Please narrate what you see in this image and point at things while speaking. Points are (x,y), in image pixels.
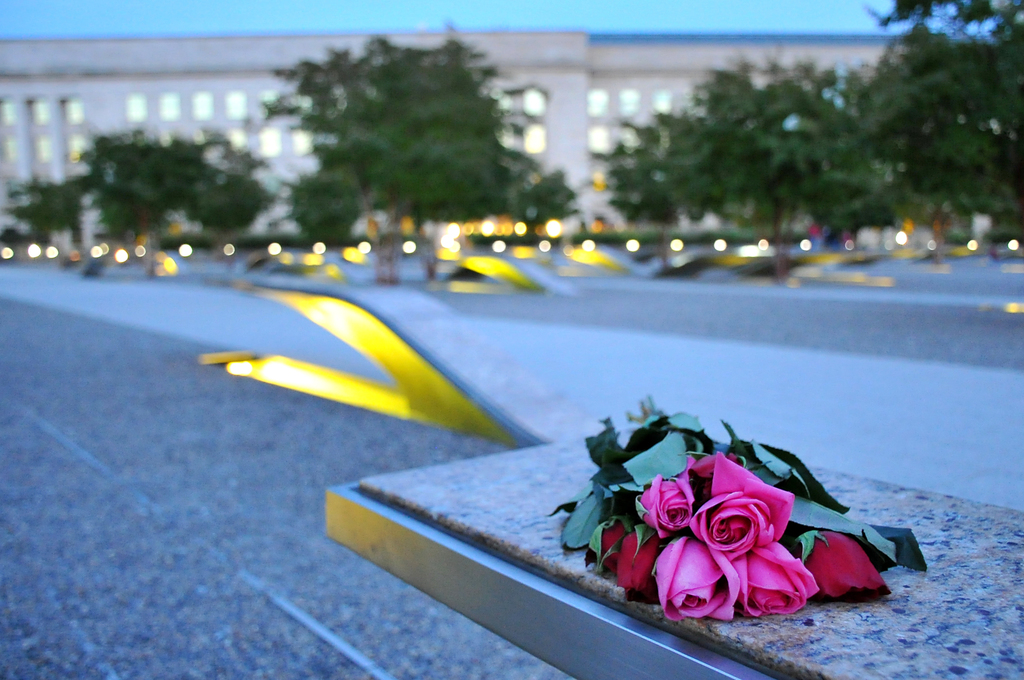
In this picture I can see few trees (479,129) and a building (663,97) and bunch of rose flowers (703,514) on the table (840,494) and few lights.
